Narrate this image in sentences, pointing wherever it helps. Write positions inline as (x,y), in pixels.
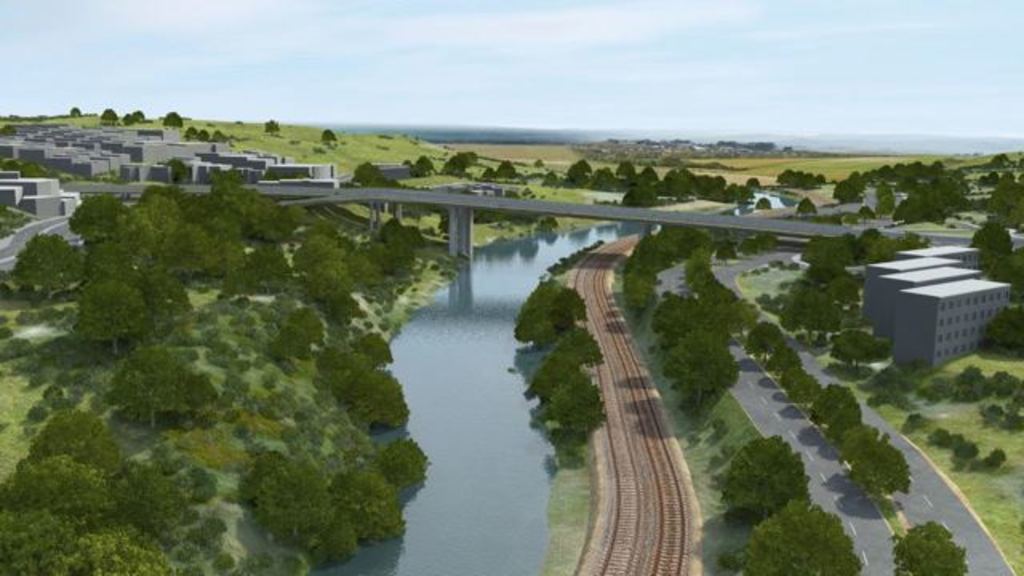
Here we can see a cartoon image, in this picture we can see some trees (330,472), water (436,392), a bridge (408,202), some buildings (216,160), railway tracks (641,528) and the sky (514,82).
